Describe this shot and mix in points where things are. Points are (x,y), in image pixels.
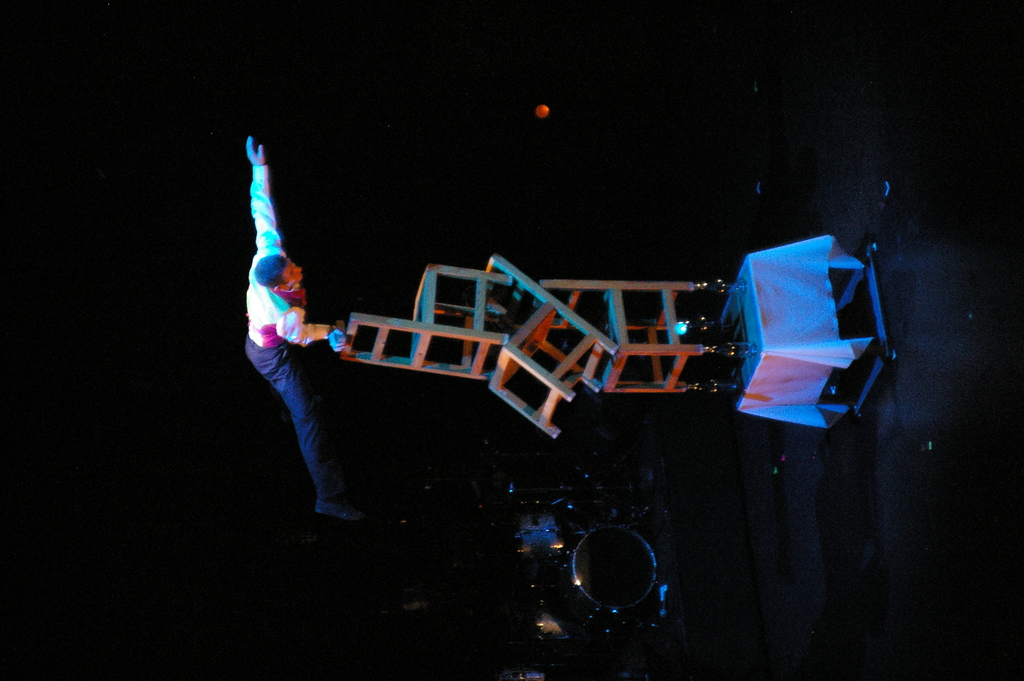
In this image, I can see a person (291,348) doing a stunt. There are chairs (660,351) on the glass bottles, which are on a table (819,355). On the right side of the image (934,363), I can see the floor (928,539). At the bottom of the image (555,628), I can see the musical instruments (576,566). There is a dark background (100,354).
